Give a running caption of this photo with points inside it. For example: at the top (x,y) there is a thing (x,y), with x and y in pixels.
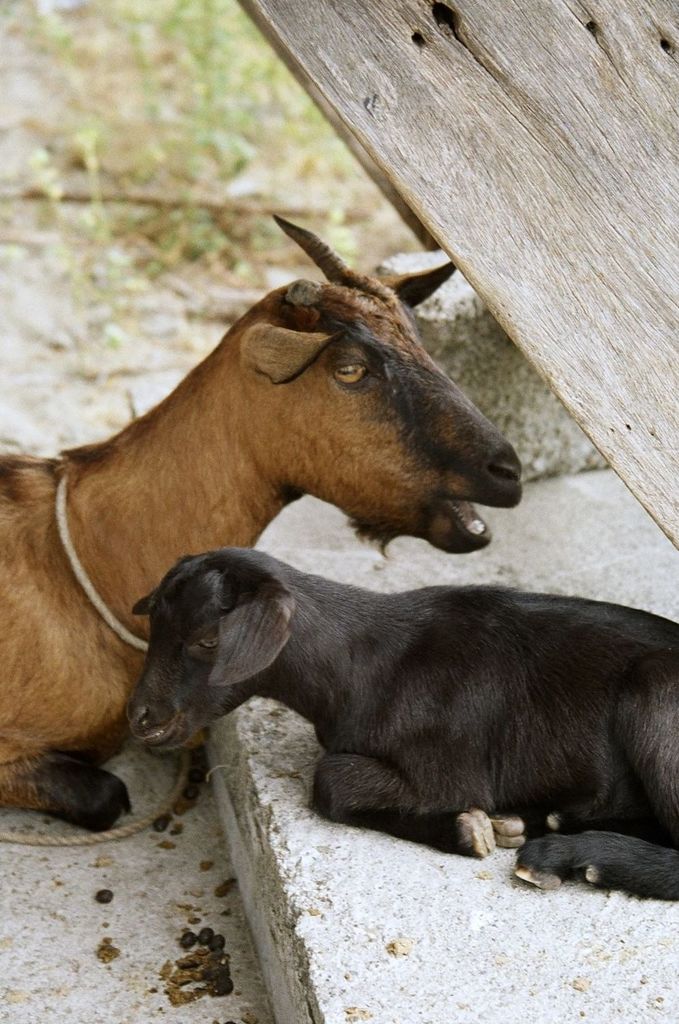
In this image, I can see a goat (97,582) and a young goat (434,718) are sitting. This looks like a wooden board (575,157). The background looks blurry. I think this is the rock (531,437).
